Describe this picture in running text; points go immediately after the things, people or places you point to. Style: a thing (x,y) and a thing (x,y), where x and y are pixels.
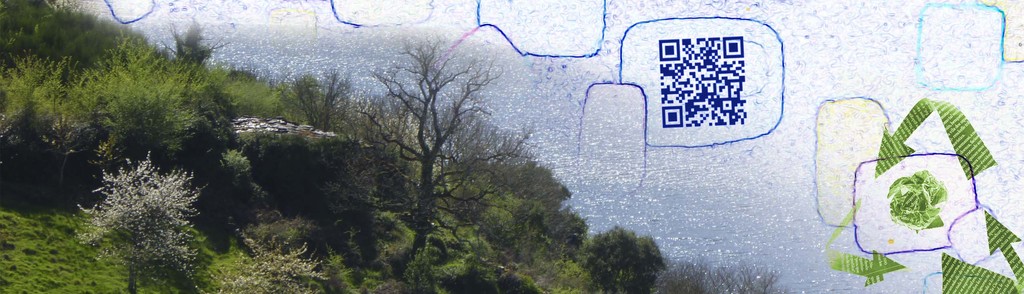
This image looks like an edited photo, in which I can see grass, trees (372,191), water (587,199), QR code (727,91) and colors.
